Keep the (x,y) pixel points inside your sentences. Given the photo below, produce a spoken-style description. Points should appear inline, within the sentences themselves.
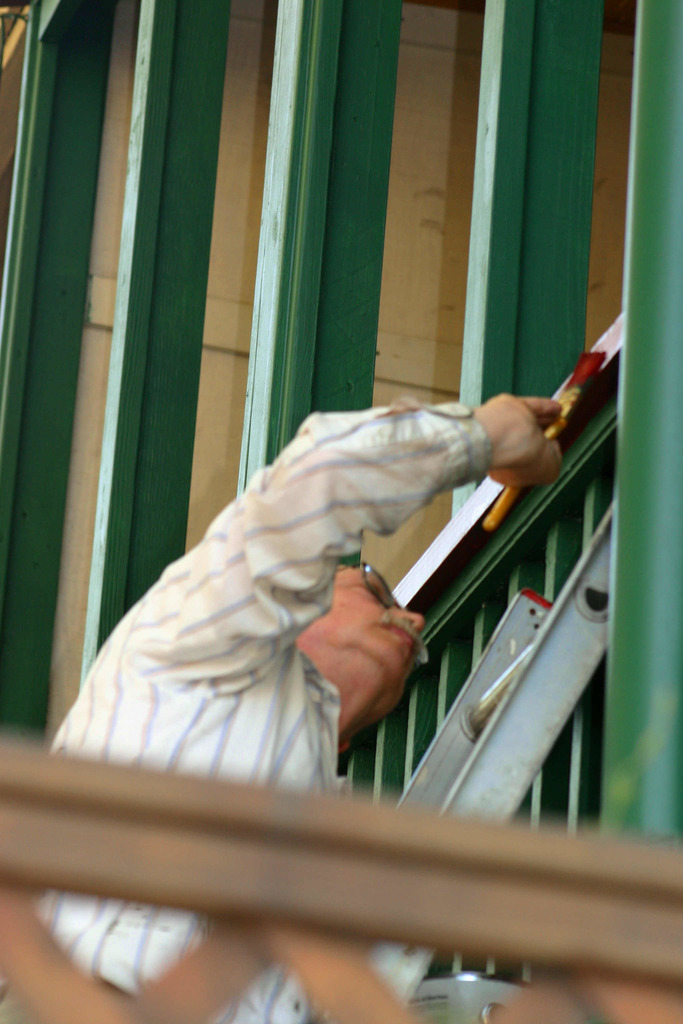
In this image we can see a man (201,732) and wooden grills (290,365).
